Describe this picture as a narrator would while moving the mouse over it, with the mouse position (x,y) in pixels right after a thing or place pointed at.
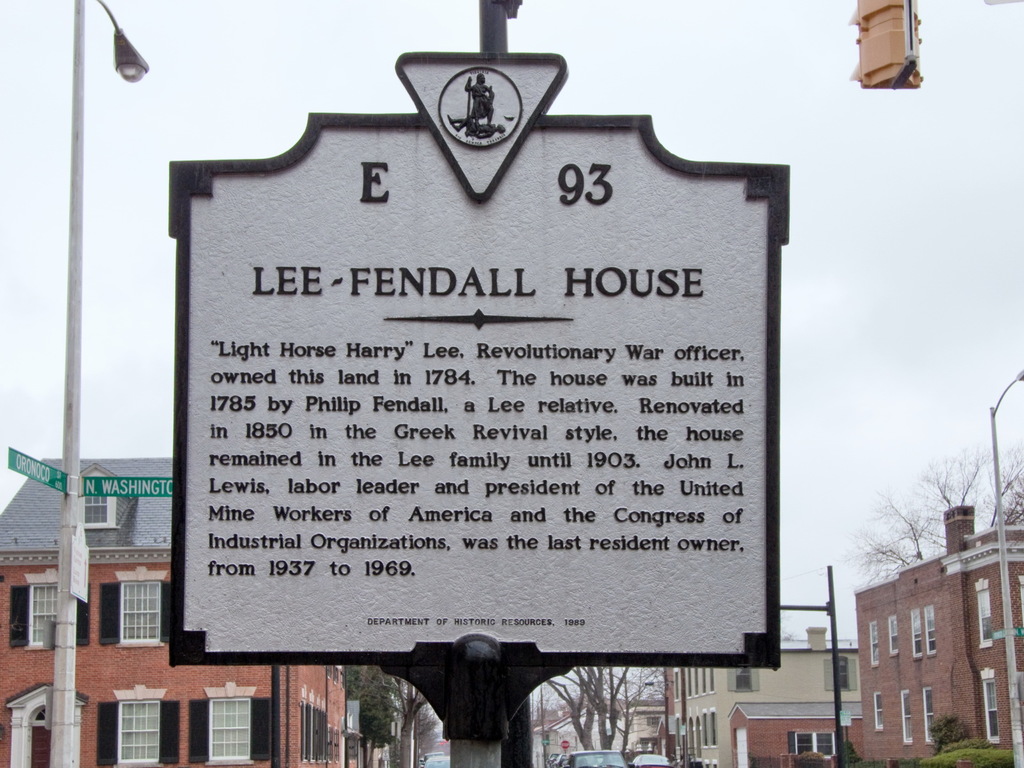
In the foreground (661,387) I can see a board (549,441), light poles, plants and trees (599,693). In the background (689,760), I can see buildings (728,712), windows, vehicles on the road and the sky (840,6). This image is taken may be during a day.
